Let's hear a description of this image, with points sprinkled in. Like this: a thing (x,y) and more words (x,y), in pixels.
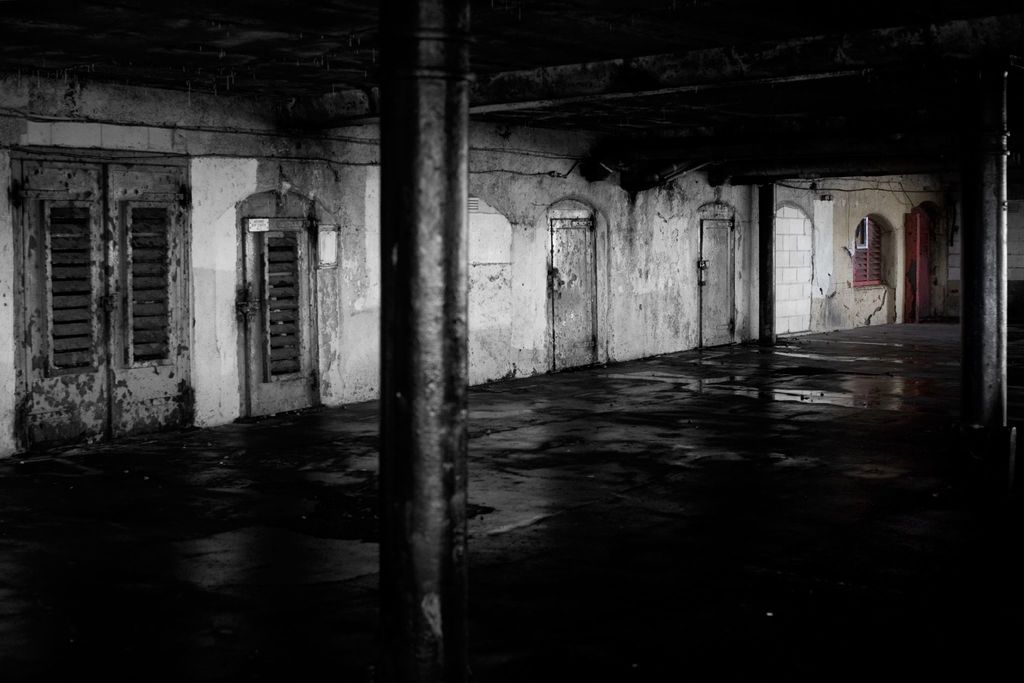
This is a inside picture of a building (524,424). There are doors (562,285). There is a window (857,266). There is wall (363,337). There are pillars (461,131).
